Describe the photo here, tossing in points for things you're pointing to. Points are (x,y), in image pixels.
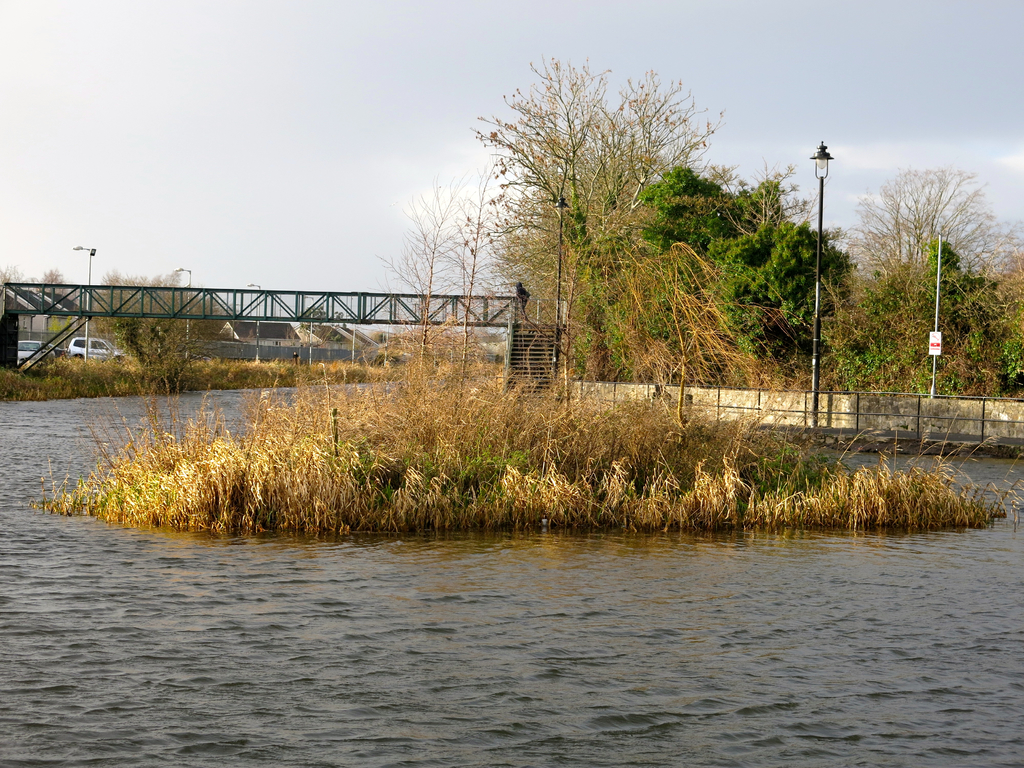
The picture is clicked in a river (80,431) where there is dry grass (295,525) in the center of the river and in the background (11,331) we observe a bridge (81,315), few cars (78,350) and trees (766,288).
